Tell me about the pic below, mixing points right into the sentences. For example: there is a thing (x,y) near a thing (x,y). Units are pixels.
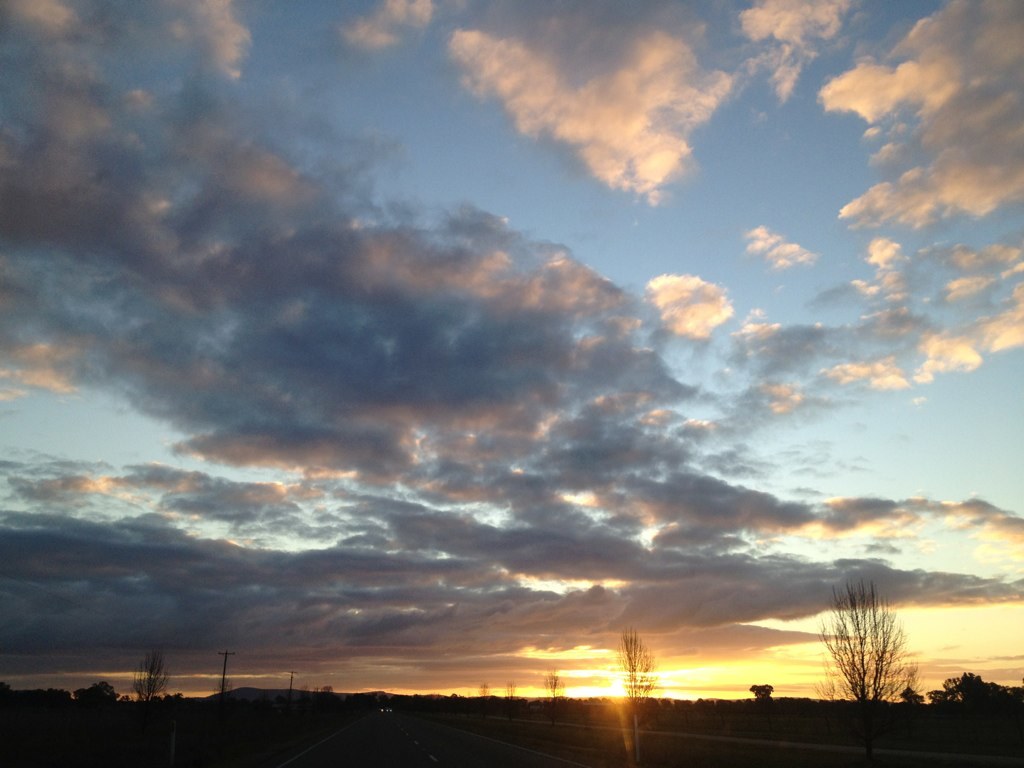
This picture shows a blue cloudy sky (612,229) and few trees (938,708).
